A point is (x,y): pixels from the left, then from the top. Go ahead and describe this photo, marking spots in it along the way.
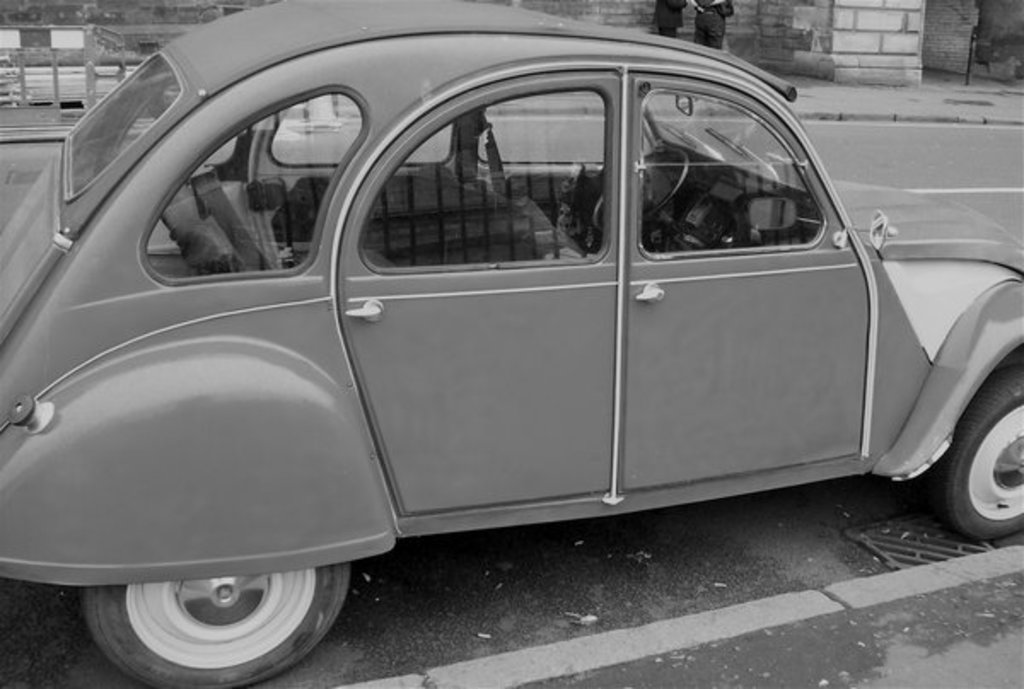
In the foreground of this black and white image, there is a car (18,368) on the road (791,582). In the background (846,133), there is a road (845,132), side path (838,95) on which, there are two people (702,32) standing and also there is a wall (108,9).
